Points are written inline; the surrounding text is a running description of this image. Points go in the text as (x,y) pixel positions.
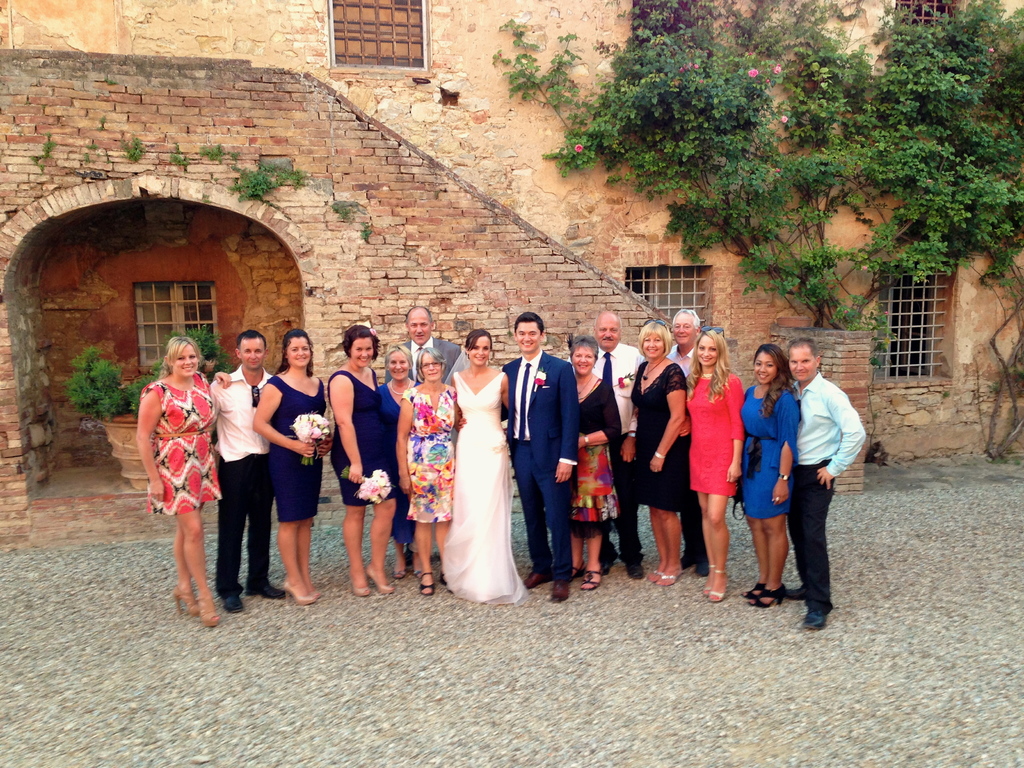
In this image there are group of people (458,474) standing and smiling, there are two persons (352,348) holding the bouquets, and in the background (147,341) there are plants (88,354) and a building (462,288).
